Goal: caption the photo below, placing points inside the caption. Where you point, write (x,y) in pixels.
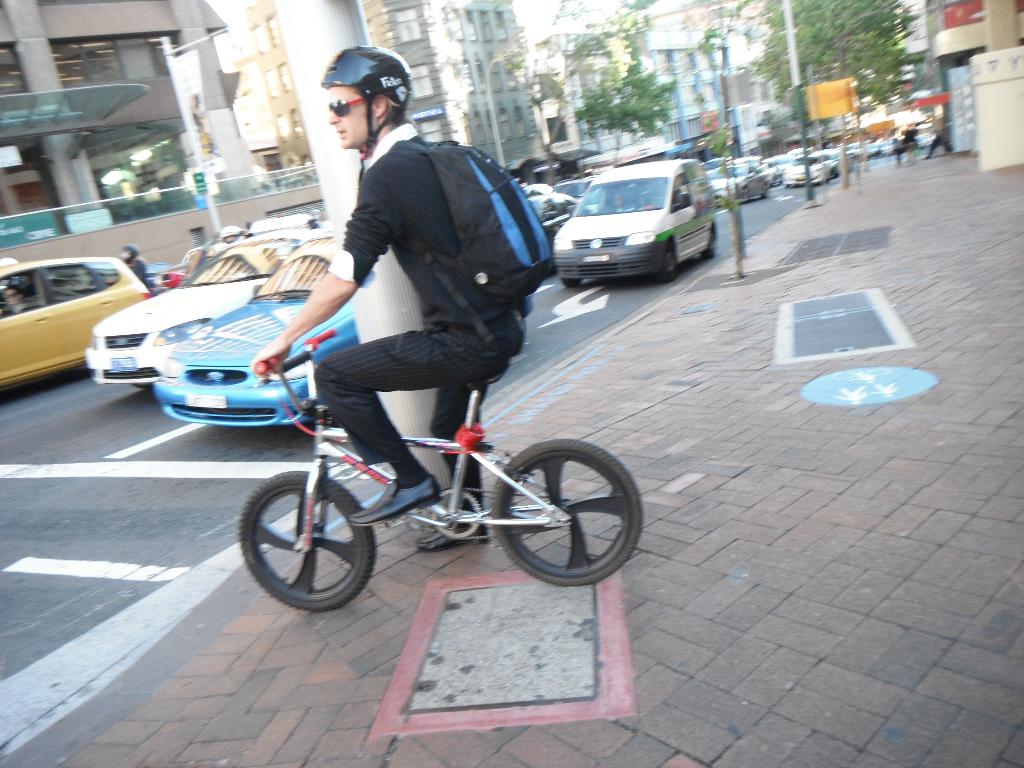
In this picture there is a man (406,202) riding on a small bicycle (453,443). He is wearing a black t shirt (439,235), black trousers (379,380), black shoes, black helmet (407,89) and carrying a bag (426,150). He is on the footpath (559,598), on the road (87,423) there are group of vehicles (650,227). Towards the top right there are group of human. In the background (141,120) there are buildings (579,65) and trees (619,68).
